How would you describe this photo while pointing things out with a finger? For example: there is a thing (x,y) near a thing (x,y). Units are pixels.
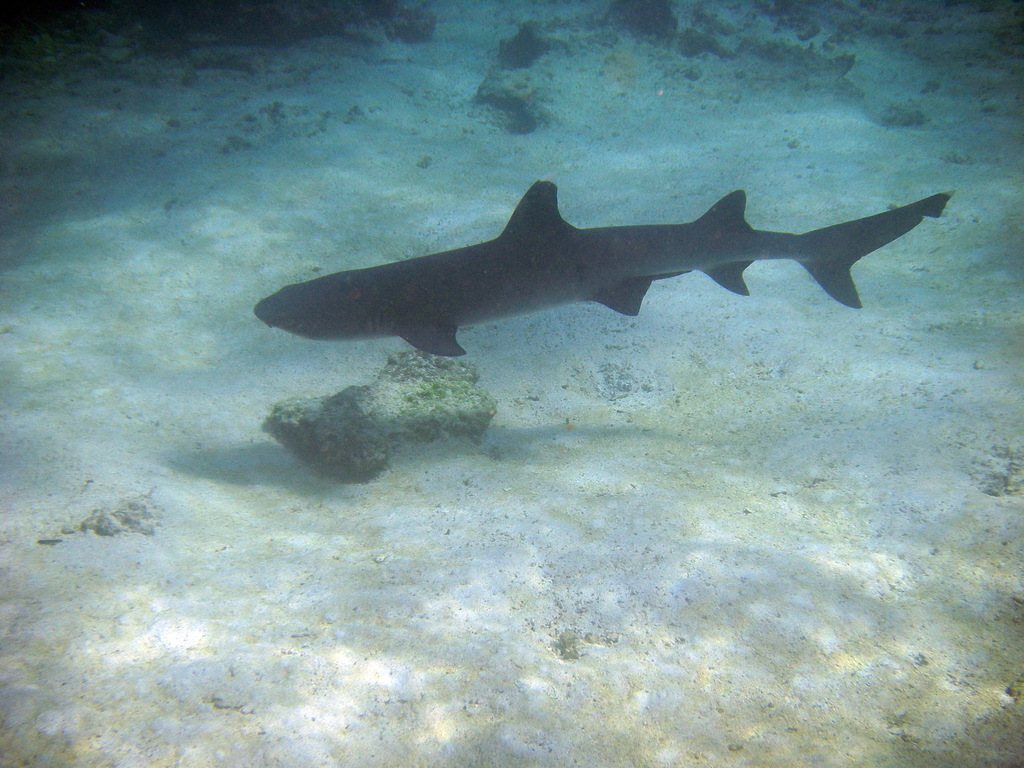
In this picture there is a fish (458,315) in the water (531,377). At the bottom (310,643) there is sand (220,669) and there are stones (291,400).
